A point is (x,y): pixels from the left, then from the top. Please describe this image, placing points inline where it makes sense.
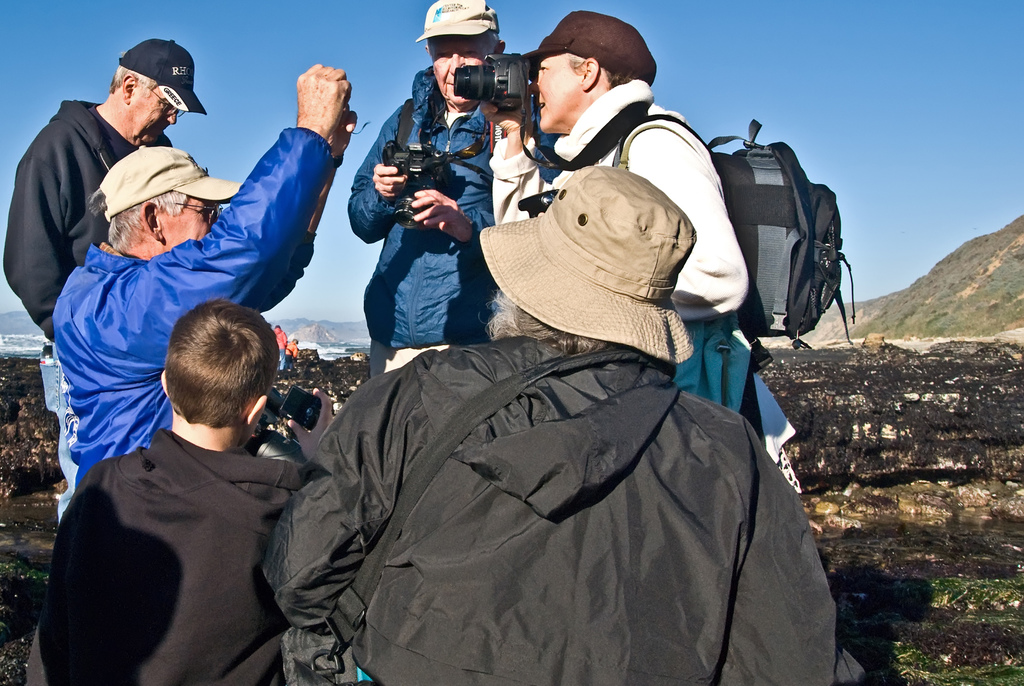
In this image we can see a six persons (732,254) standing and there is a woman (717,253) on the right side (696,206) is clicking an image with a camera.
